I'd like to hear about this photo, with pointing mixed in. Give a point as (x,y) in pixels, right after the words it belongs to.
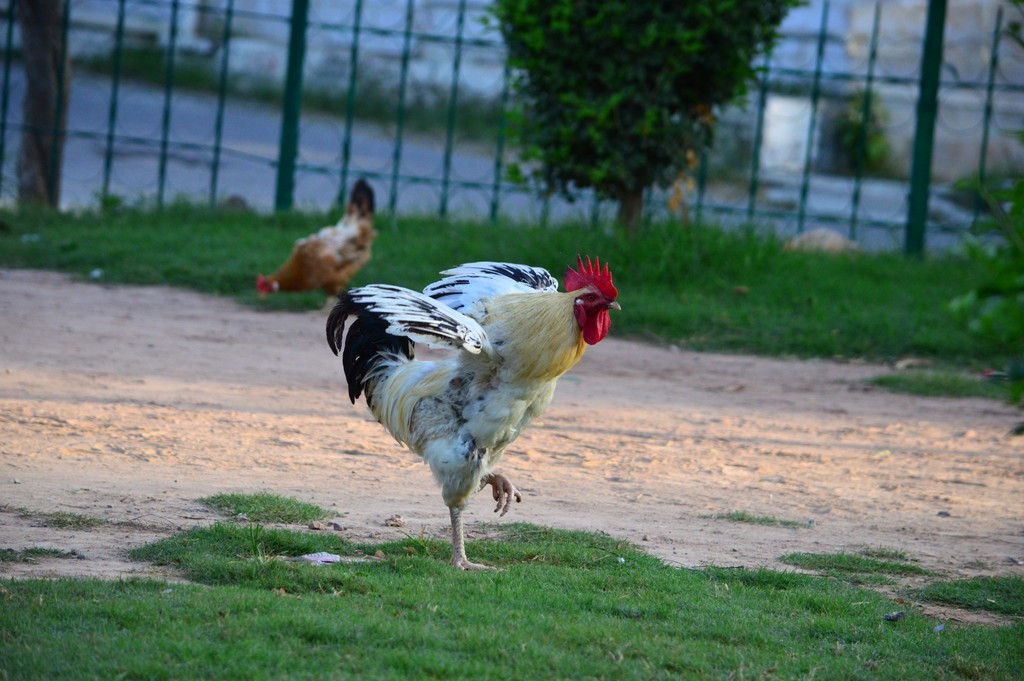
As we can see in the image there is grass (665,258), fence (14,25), plant (637,148) and hens (457,340). In the background (1006,48) there are buildings (254,46).
